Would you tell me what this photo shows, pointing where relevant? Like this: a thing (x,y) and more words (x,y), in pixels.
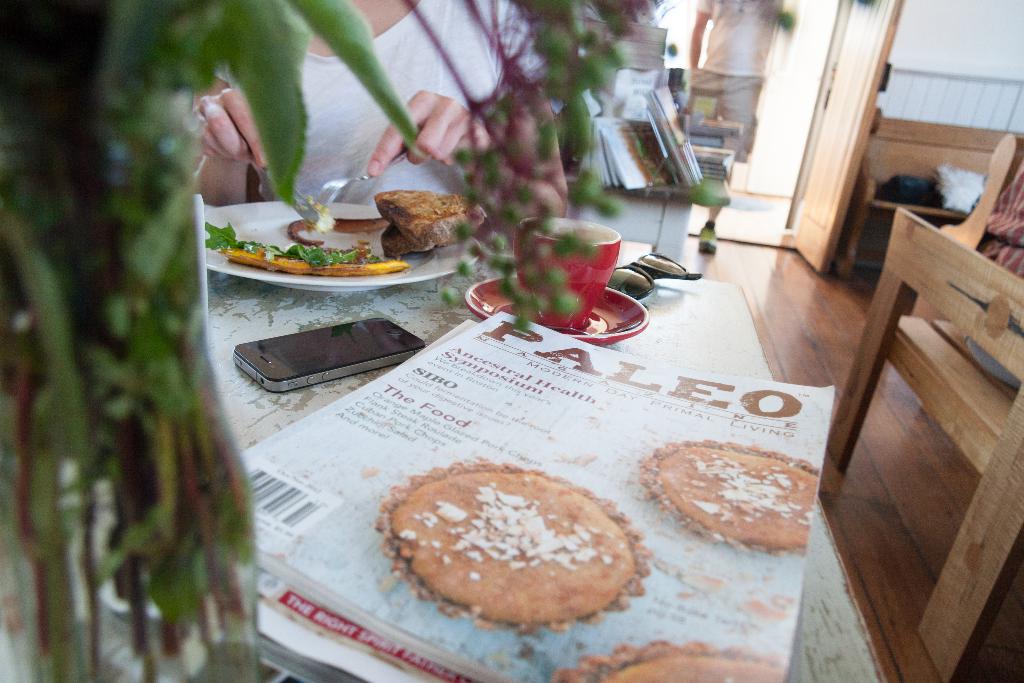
In this image we can see hands (431,106) of a person (415,103) holding a fork (360,179) and a knife (303,215). There is a table (845,665). On the table (362,381) we can see a book (328,468), mobile (312,351), plate (373,234), goggles (668,264), cup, saucer (601,321), and food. Here we can see a person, chair (988,400), books (634,54), and objects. In the background (858,39) we can see wall (911,115) and a door (816,217).
